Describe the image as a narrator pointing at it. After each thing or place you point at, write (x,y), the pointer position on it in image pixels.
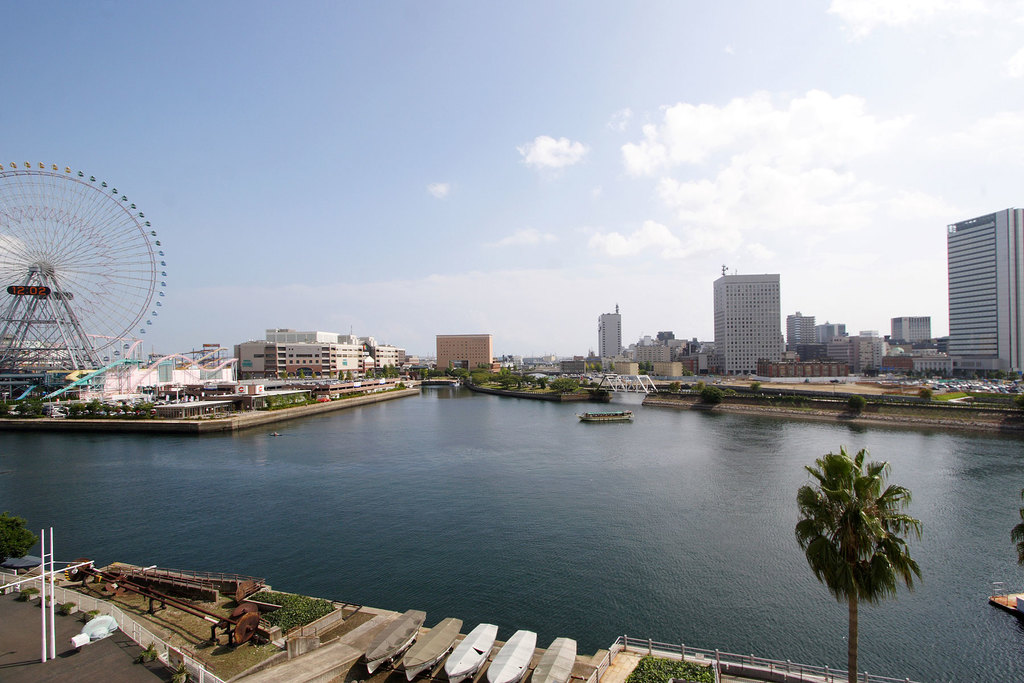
In this image we can see sky (670,172) with clouds (722,236), buildings (618,327), skyscrapers (752,327), trees (471,374), bushes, giant wheel (141,312), fun rides (137,377), ships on the water (594,489), railings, sculpture (244,637) and barrier poles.
